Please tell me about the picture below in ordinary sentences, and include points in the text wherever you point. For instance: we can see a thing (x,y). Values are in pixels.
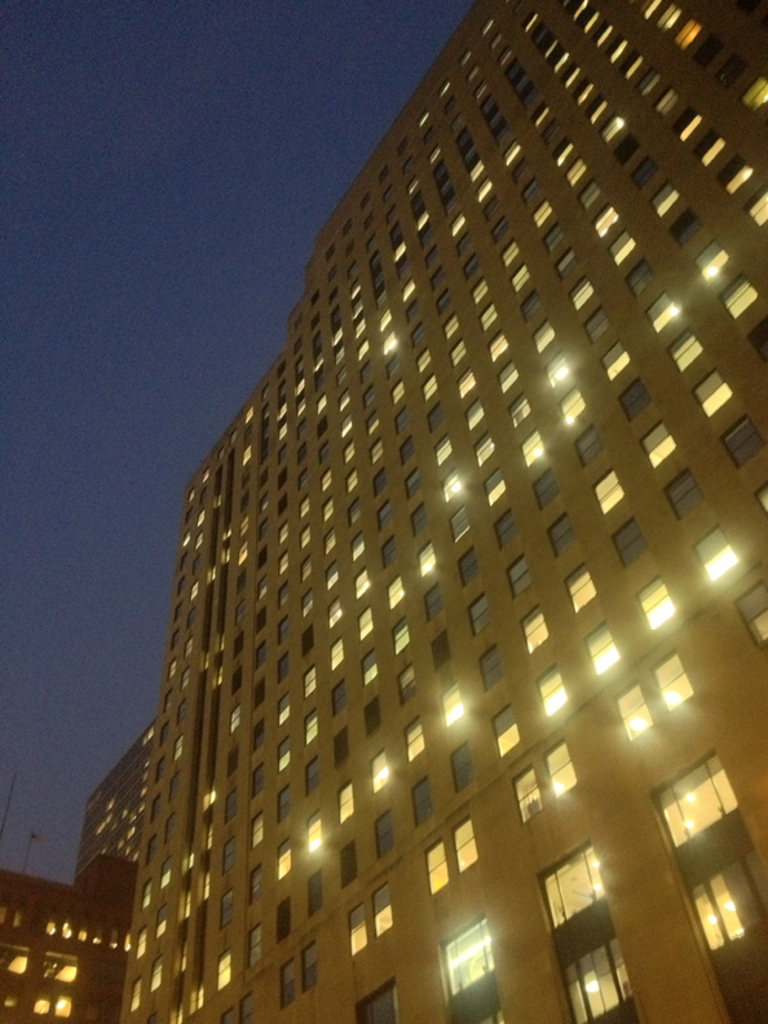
In this picture we can see buildings (245,904), there is the sky (126,268) at the top of the picture (144,200), we can see windows (372,652), glasses (471,979) and lights (471,979) of this building (440,844).
